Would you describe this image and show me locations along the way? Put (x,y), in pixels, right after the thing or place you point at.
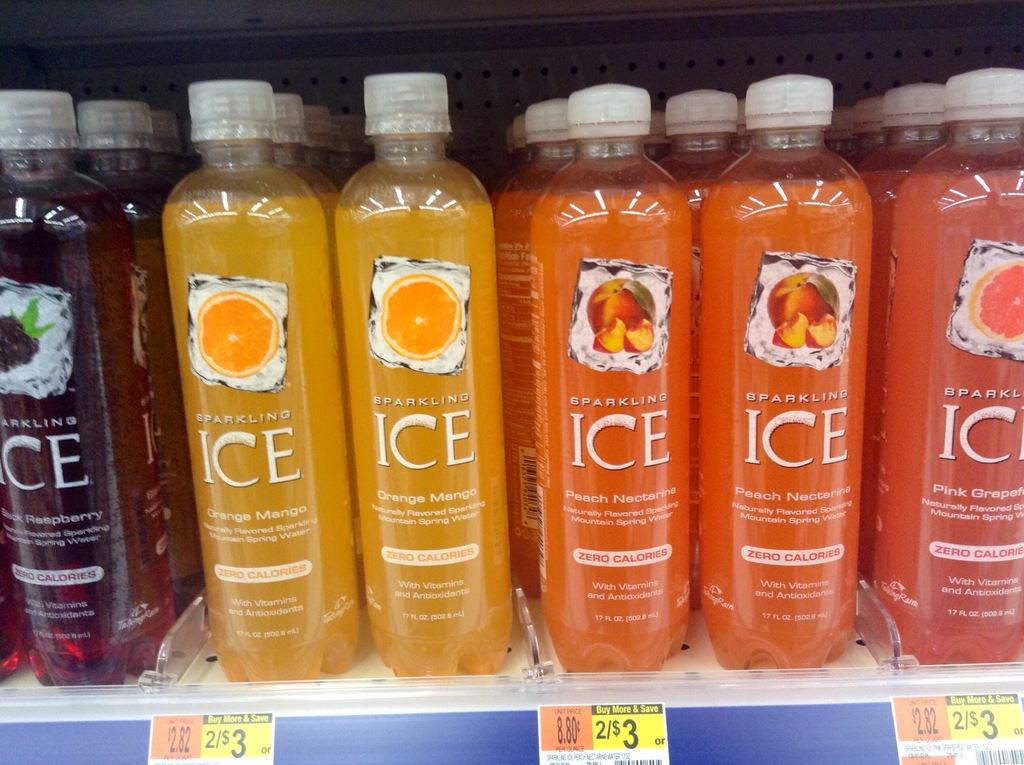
In the picture we can find a juice bottles (68,242), some are yellow in colour and some are orange in colour and in the bottom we can find price tags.
